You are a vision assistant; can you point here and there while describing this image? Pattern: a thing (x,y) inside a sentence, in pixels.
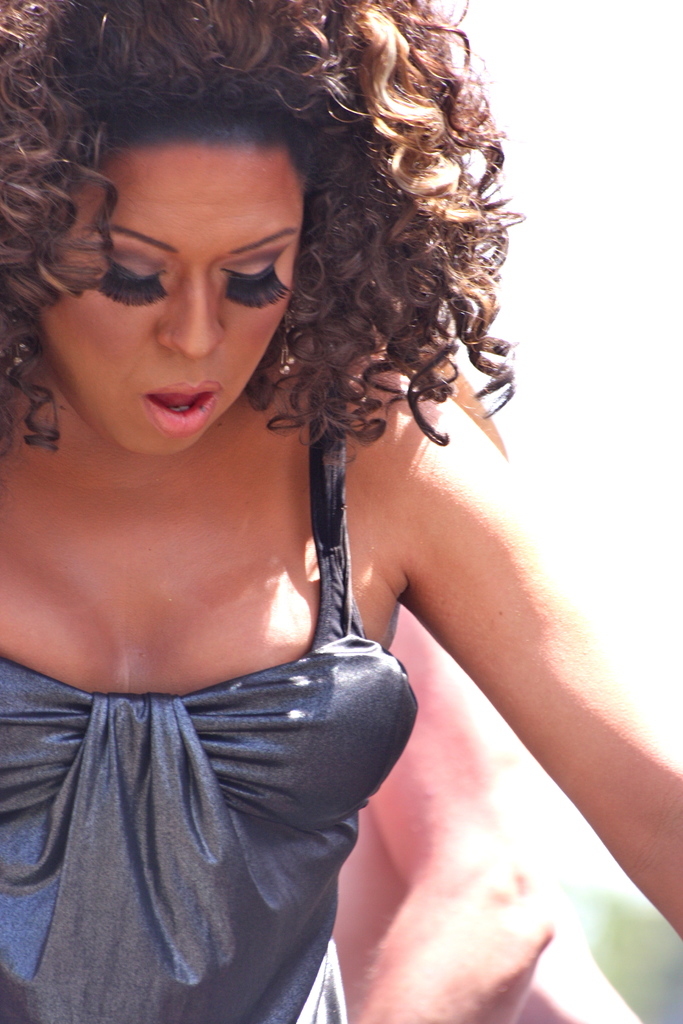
In this image I can see two persons (241,748). In front (236,919) the person (203,766) is wearing gray color dress (316,876) and I can see the white color background (661,576).
